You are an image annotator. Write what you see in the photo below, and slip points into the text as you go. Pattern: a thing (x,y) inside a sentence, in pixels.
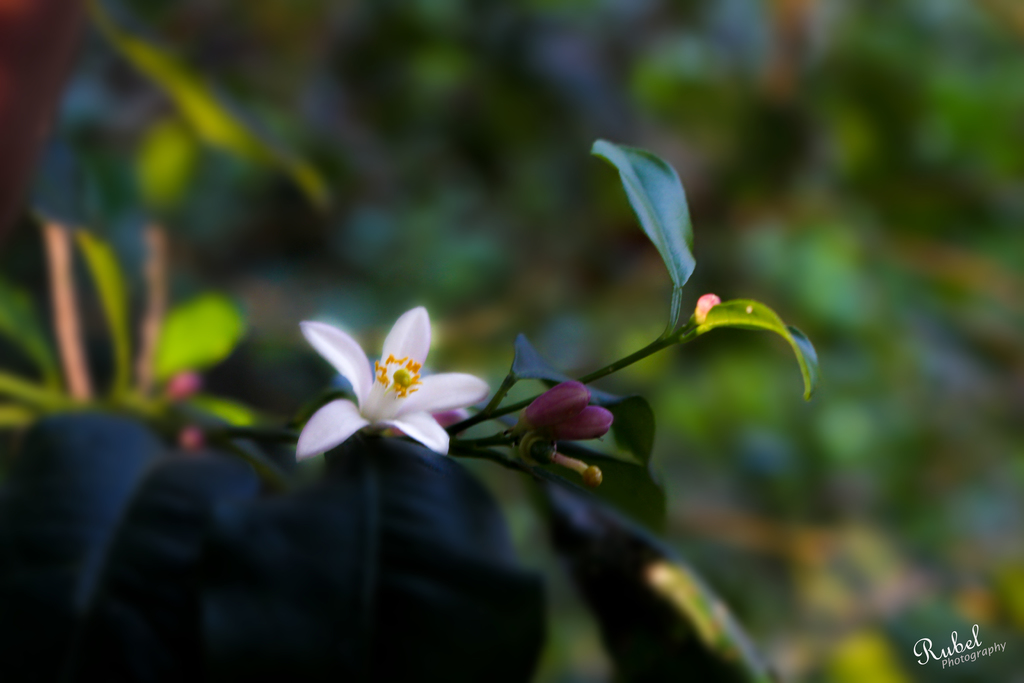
In this image I can see a white flower plant (386,364). It has buds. The background (712,88) is blurred.
